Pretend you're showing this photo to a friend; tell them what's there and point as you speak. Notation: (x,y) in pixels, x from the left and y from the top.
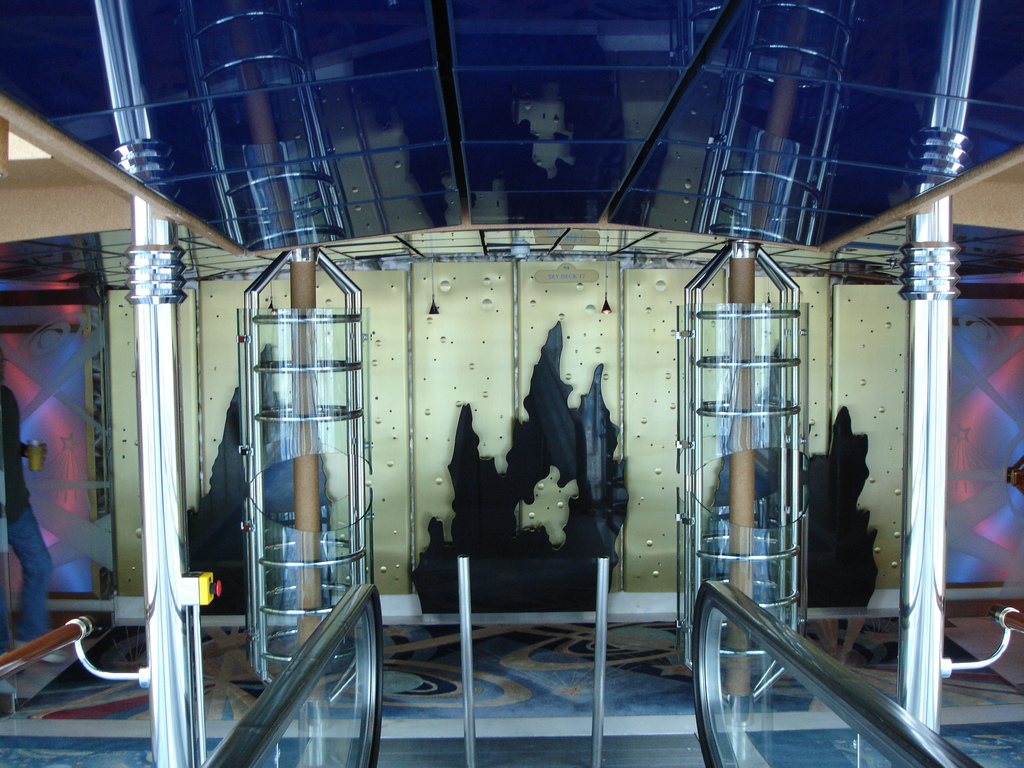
In this image in the center (355,480) there are some poles (297,546) and some glass poles (321,386), at the bottom (803,679) there are two rods (462,579) and two glass boards (360,671). And in the background (427,509) it looks like a wall (588,345), and in the center of the image (582,475) there is something. And at the top of the image (409,104) there is a glass board (400,155), and on the board (803,167) we could see reflection (312,163) of some poles (121,25) and some other objects (832,123). And on the left side of the image (32,567) there is one person (24,481) standing, and he is holding a cup (35,466) and on the right side (979,320) and left side (23,301) there are some boards (82,432) and some other objects (9,670). At the bottom (442,745) there is floor (79,756).
